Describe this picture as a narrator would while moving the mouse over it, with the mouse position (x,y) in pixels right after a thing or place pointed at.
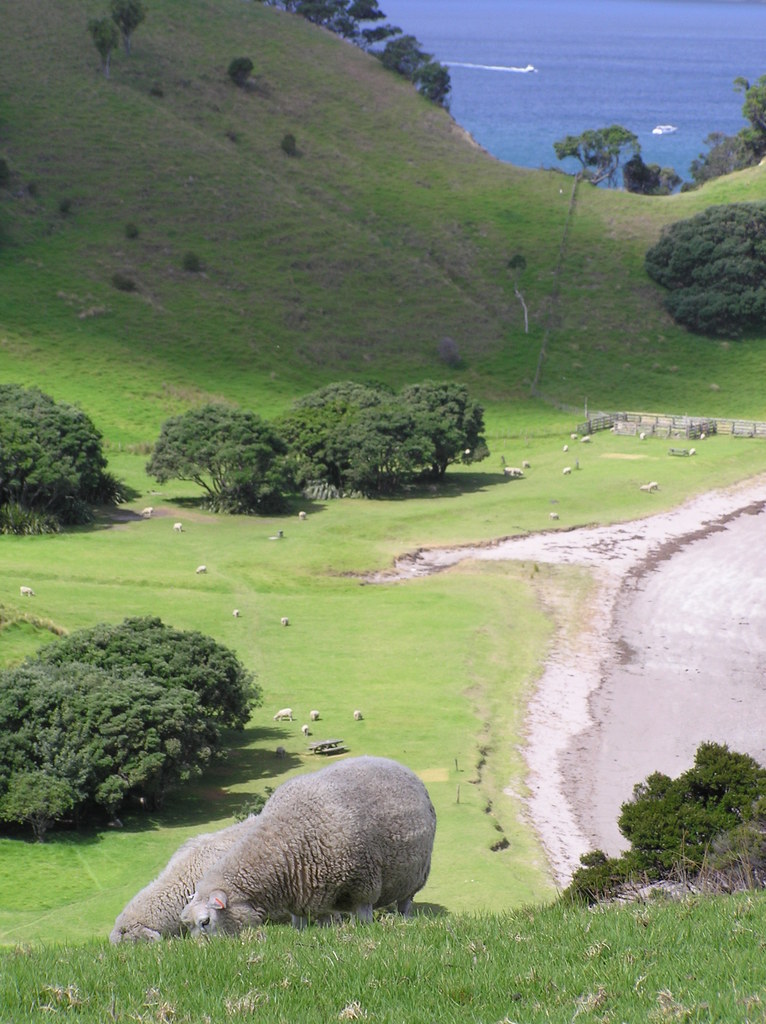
At the bottom of the image (415,973) on the ground (418,970) there is grass (418,970) and also there are two sheep (263,889). Behind them on the ground (495,514) there is grass (263,628) and also there are animals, trees (406,476) and fencing (641,431). In the background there are trees (598,137) on the ground (13,81). At the top of the image (588,84) there is water (611,74). On the water (625,99) there are boats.
